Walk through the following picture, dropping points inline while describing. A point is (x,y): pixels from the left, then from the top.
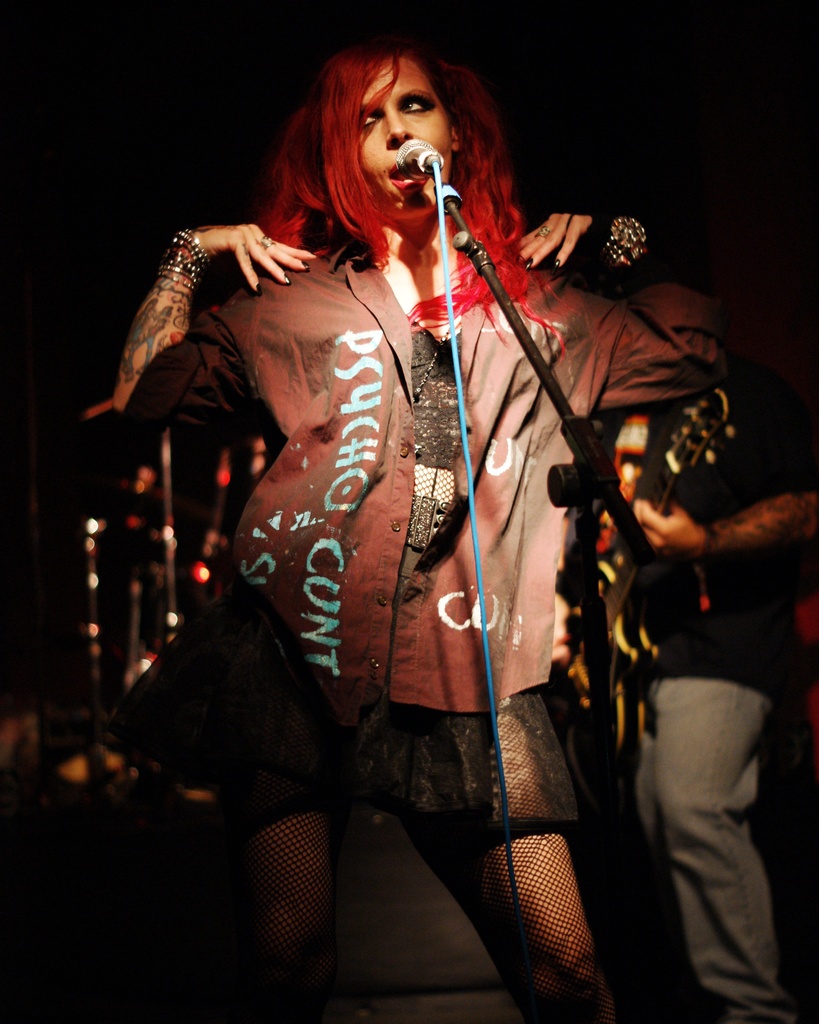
In the picture we can see a woman (293,387) standing and singing a song in the microphone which is in the stand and beside her we can see a person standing and holding a guitar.
